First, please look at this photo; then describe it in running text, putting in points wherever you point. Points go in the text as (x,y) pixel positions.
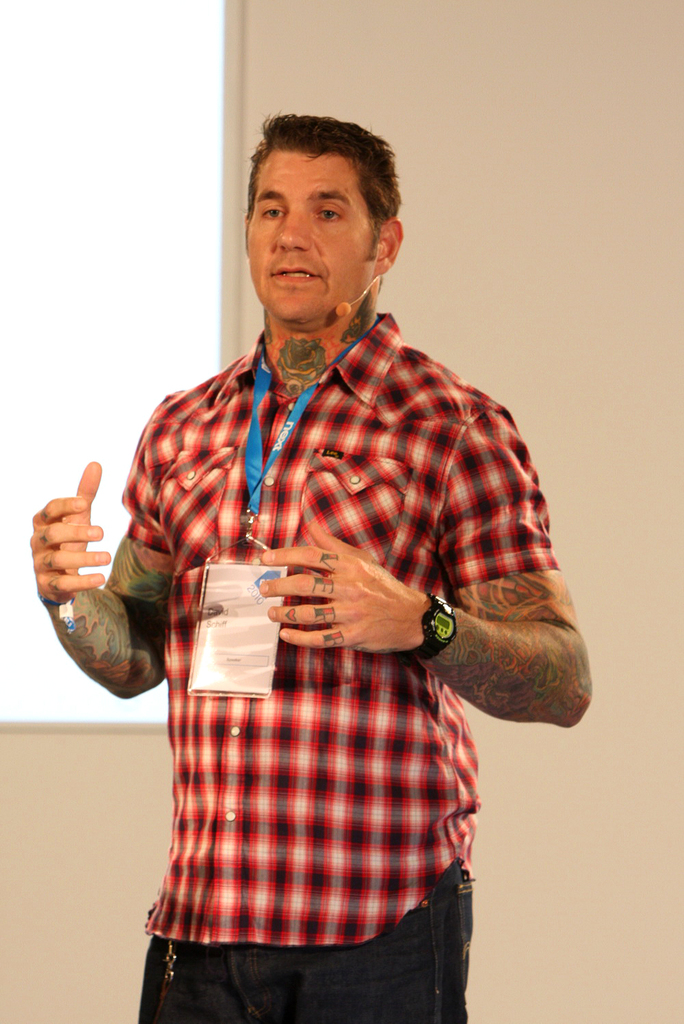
In the center of the image (390,428), we can see a person (304,636) standing and wearing an id card (304,412) and there is a mic (338,312). In the background (353,76), there is a wall (557,802).
